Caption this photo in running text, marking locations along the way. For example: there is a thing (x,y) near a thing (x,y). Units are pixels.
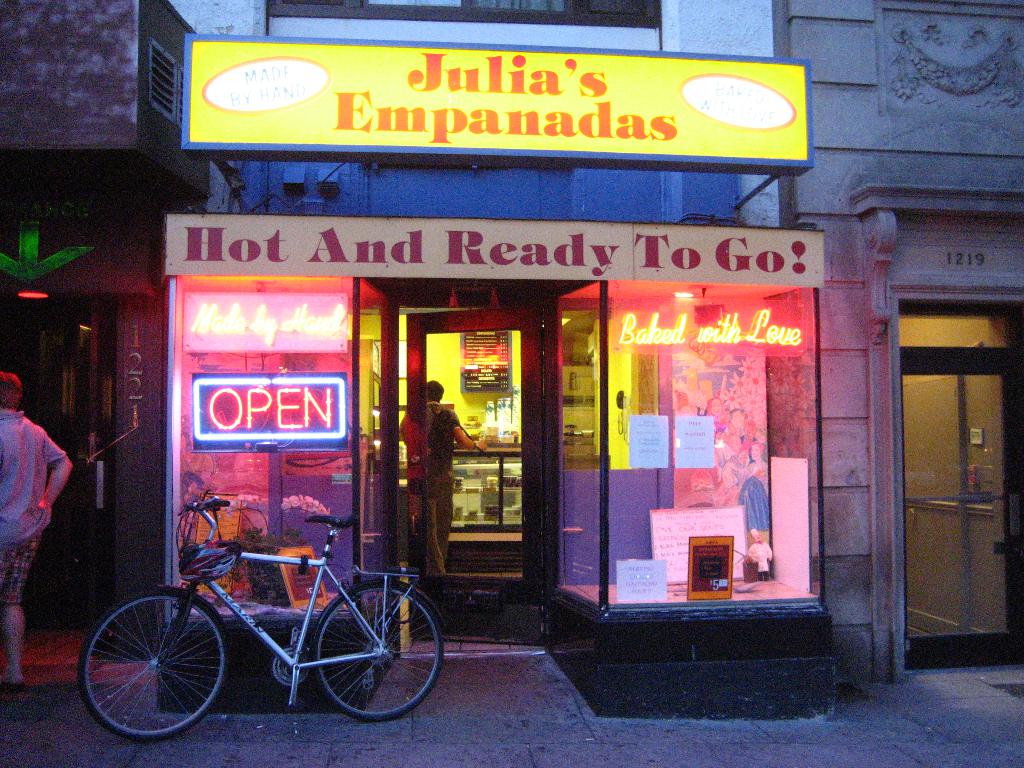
In this picture we can see a building (1012,175), name boards (288,248), bicycle (329,556), helmet (226,564), posters (228,514), toys (757,546), two people (447,445) standing and some objects (464,468).
